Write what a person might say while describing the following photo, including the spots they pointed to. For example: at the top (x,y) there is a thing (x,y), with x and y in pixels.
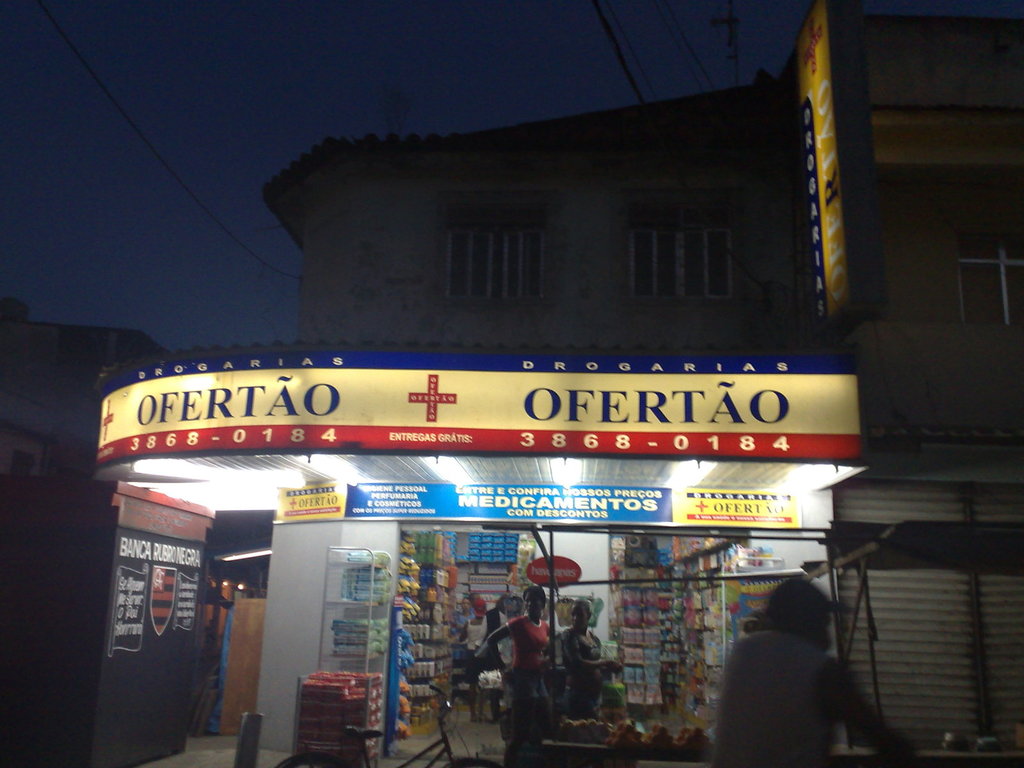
In the picture we can see a medical shop (469,371) with some persons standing near it and in the shop (432,444) we can see medicines (730,543) in the racks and to the ceiling (421,481) we can see lights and in the background (404,333) we can see a building (510,262) with windows (507,255) and behind it we can see wires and sky (331,56).
